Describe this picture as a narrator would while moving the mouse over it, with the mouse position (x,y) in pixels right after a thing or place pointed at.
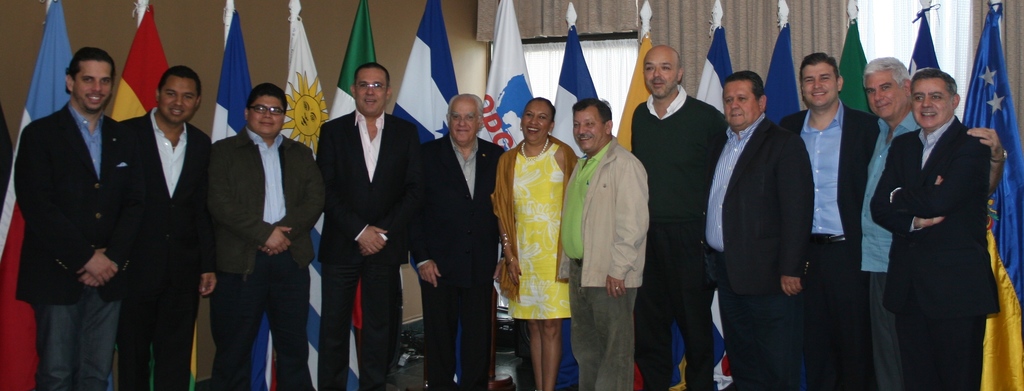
In this given picture, I can see a group of people (577,116) standing behind the people (916,171), I can see a multiple flags (45,70) and a curtains (776,13).
